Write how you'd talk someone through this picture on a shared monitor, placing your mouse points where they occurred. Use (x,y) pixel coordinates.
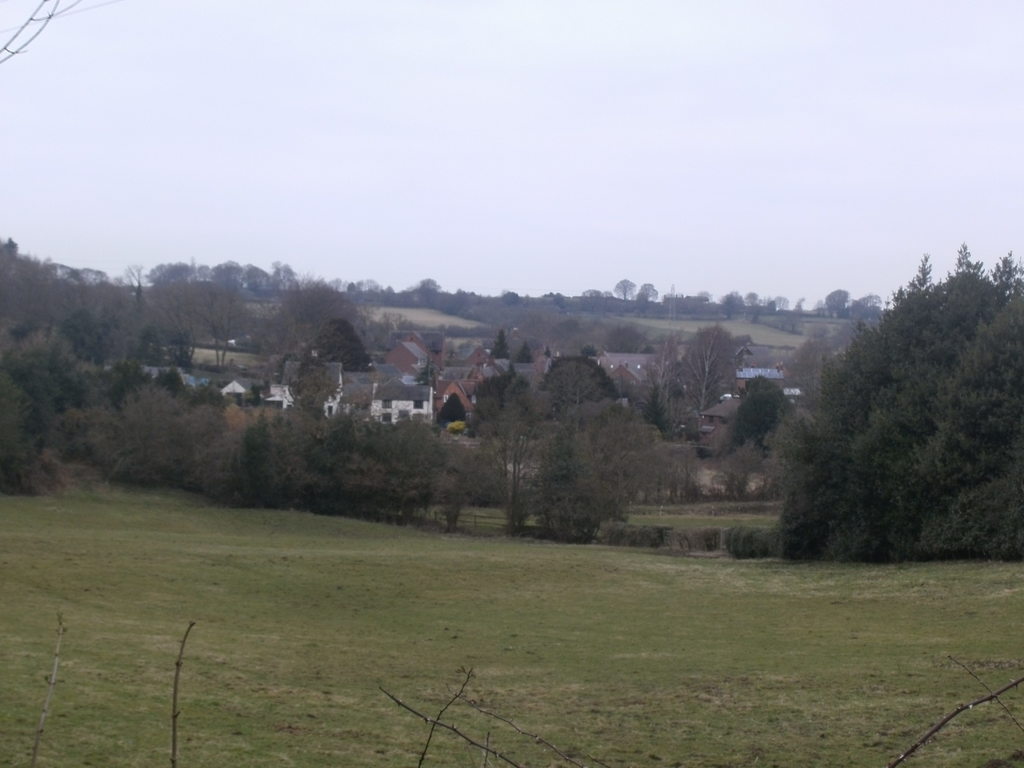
In this picture there are buildings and trees (23,407). At the top (758,88) there is sky (649,132). At the bottom (529,710) there is grass (709,676). In the foreground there are tree branches (1014,720).
